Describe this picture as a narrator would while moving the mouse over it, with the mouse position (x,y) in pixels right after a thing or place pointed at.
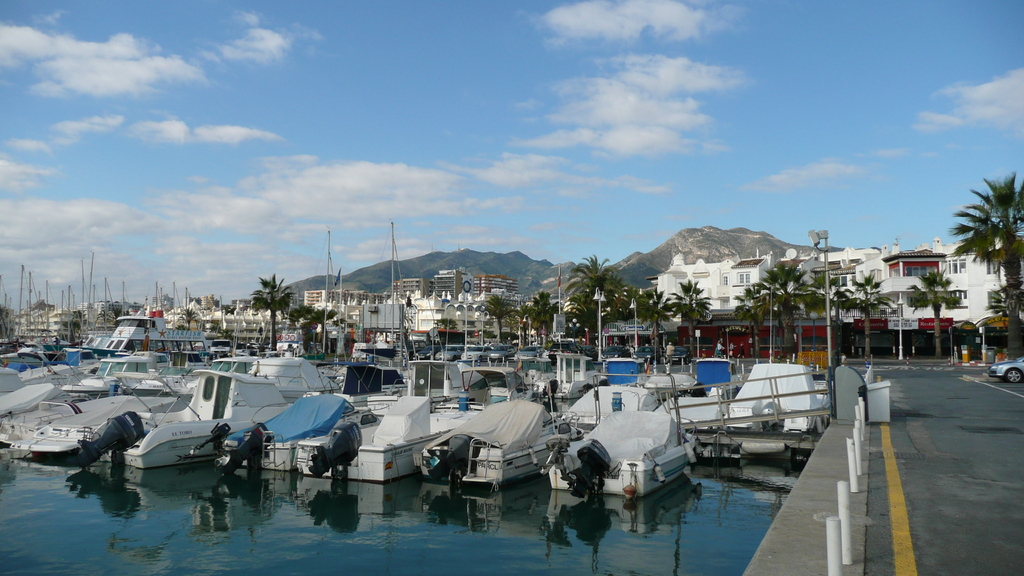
In this image I can see the road (947,465), few white colored poles (832,551), few vehicles (475,355) on the road (938,389), the water (375,543), few boats (442,474) on the water (329,516), few buildings (338,328) and few trees (540,313) which are green in color. In the background (533,286) I can see few mountains (502,264) and the sky (352,167).
